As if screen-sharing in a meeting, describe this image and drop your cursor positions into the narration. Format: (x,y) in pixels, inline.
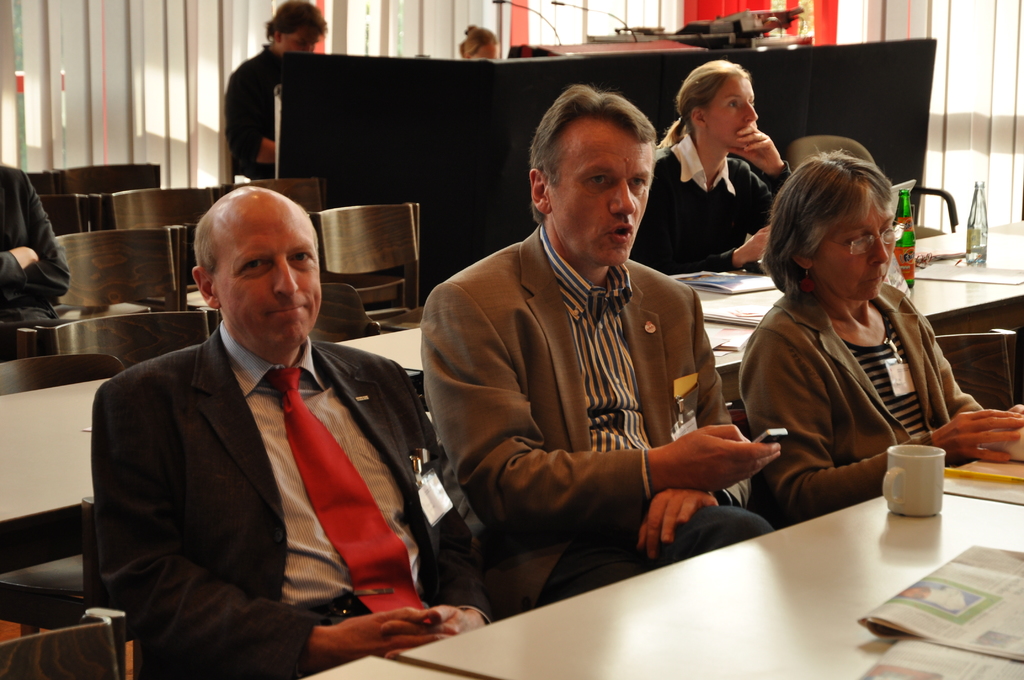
In this image I can see three persons (671,364) are sitting in front of a white colored desk (764,615) and on the desk (821,605) I can see a cup (911,490) and few papers (918,612). I can see a person (696,459) is holding a mobile (762,440) and in the background (100,290) I can see few chairs (153,220), few persons (710,201) sitting, few persons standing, the black colored object (667,94) and a curtain (169,55) which is white and red in color.
